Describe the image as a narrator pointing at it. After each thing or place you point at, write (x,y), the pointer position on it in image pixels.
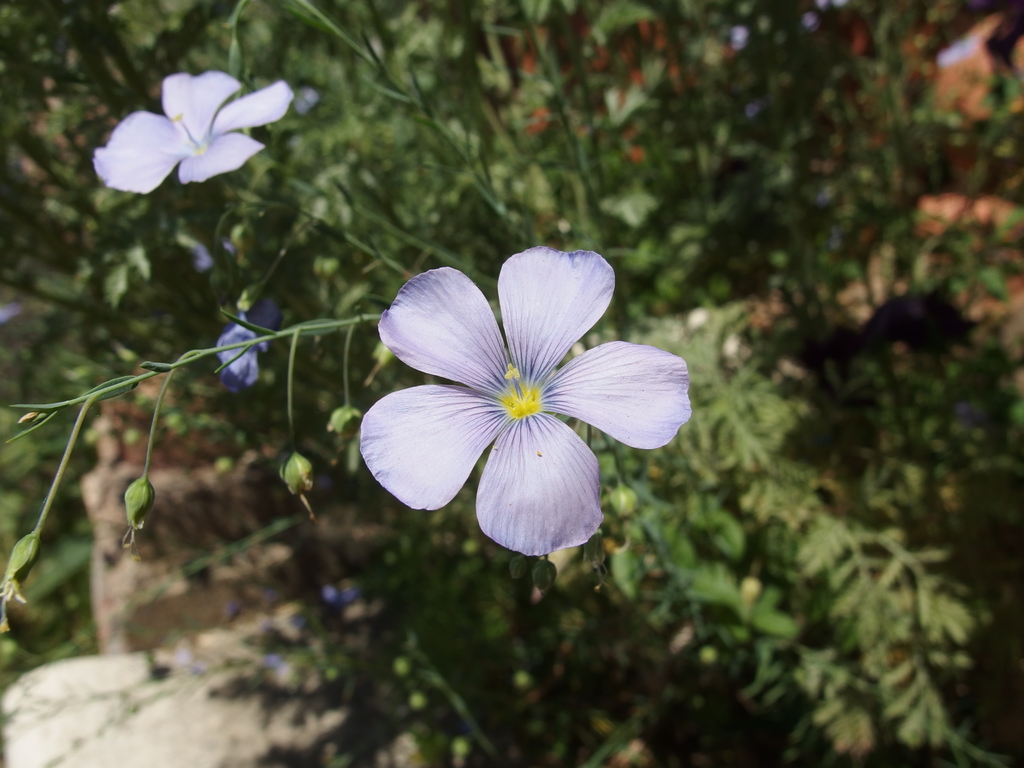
Here I can see a few plants (372,218) along with the flowers (397,423).
